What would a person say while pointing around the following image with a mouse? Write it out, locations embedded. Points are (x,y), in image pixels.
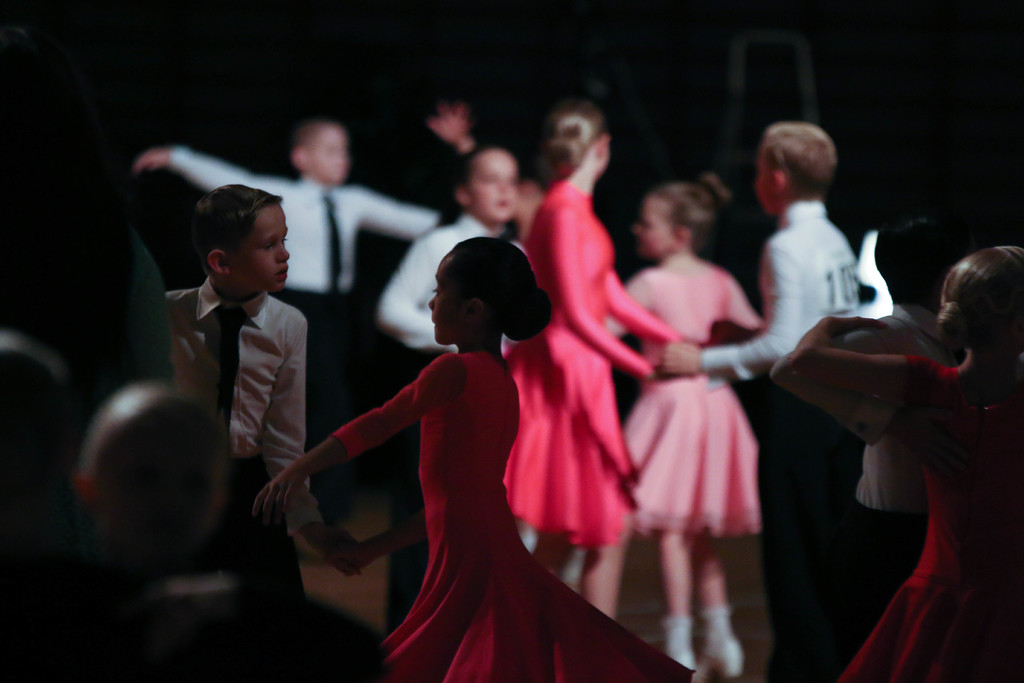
In this image I can see number of persons (645,339) are standing and the black colored background (154,139).
